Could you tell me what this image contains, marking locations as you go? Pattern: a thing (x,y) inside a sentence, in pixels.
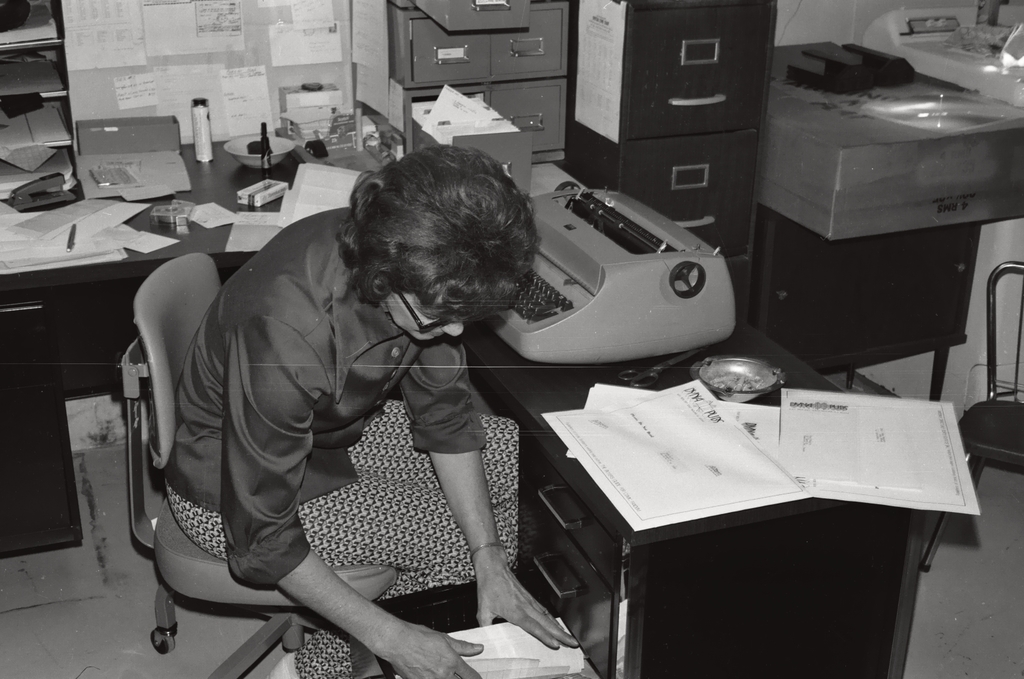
This is a black and white picture. We can see a woman (346,403) sitting on a chair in front of a table (724,565) and on the table (727,578) we can see a typing machine (637,298), papers (743,463), bowl (253,157), box (270,196), bottle (208,112), pen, a stapler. Here we can see a board (333,70) and few papers (220,49) on it. These are lockers (716,45). Here we can see a cardboard box (884,159) on a table (931,305). This is an empty chair (1002,416) on the floor (965,604).
